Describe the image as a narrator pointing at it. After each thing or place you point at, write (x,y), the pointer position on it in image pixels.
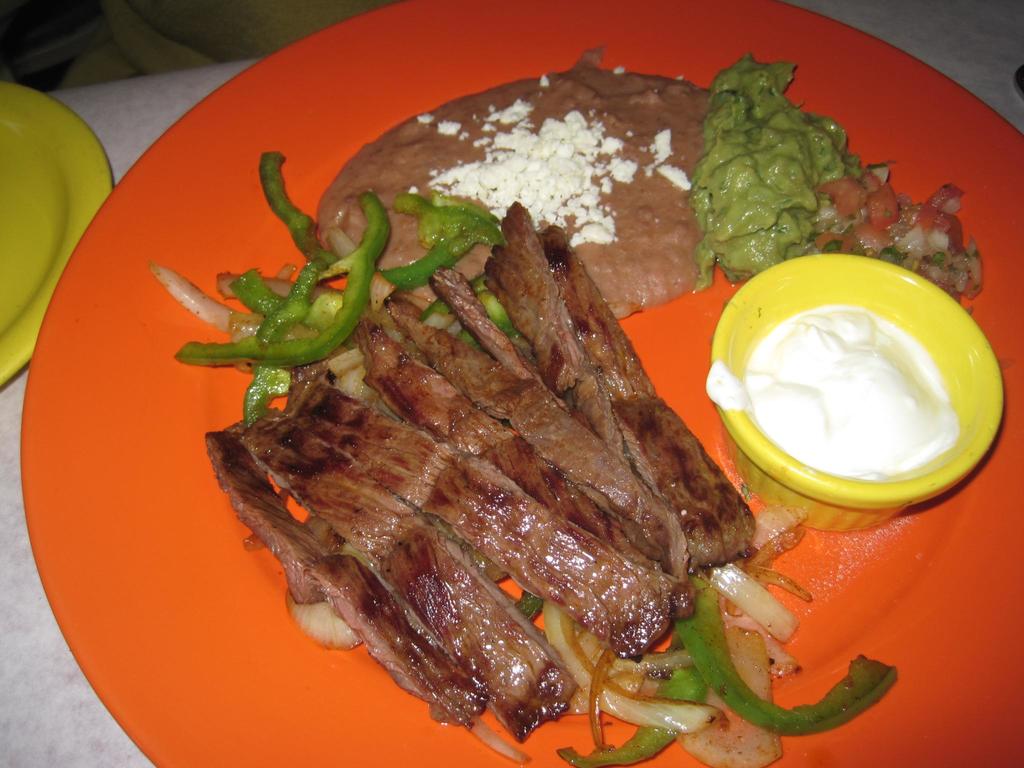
In the foreground of this image (433,333), there is some food (540,346) and a cream (839,406) in a bowl (851,387) are placed on an orange platter (150,650) which is on the stone surface (8,583). On the left (40,201), there is another platter (40,181).
